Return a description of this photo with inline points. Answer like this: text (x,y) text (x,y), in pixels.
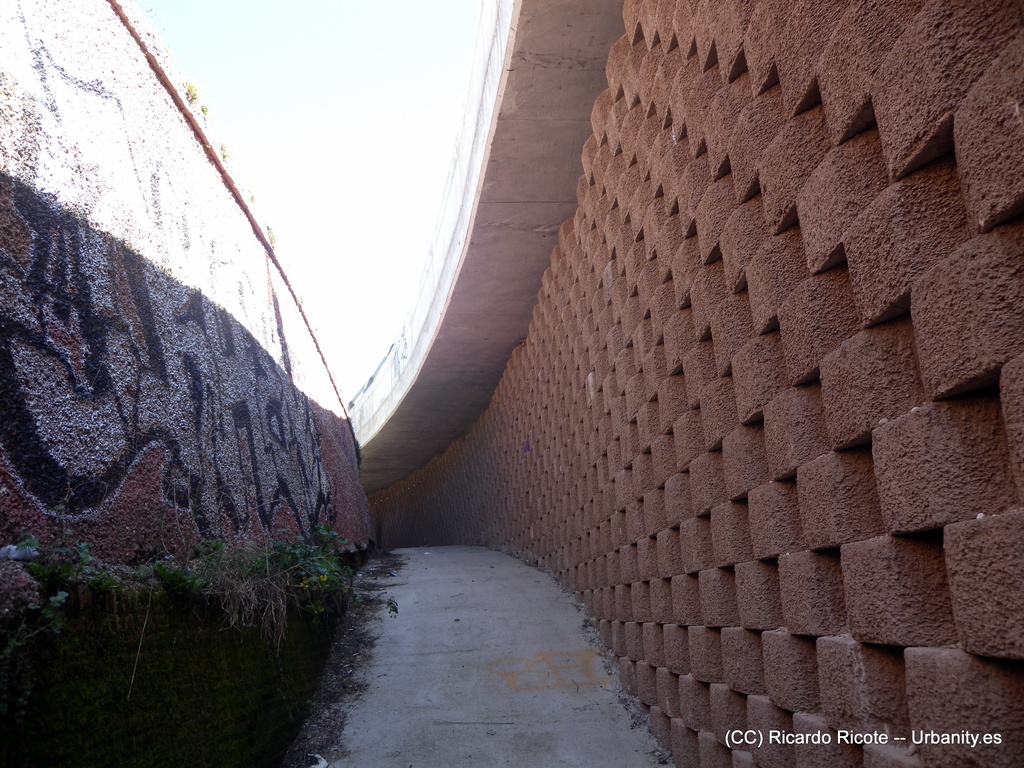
In this image on the right side (905,339) and left side (84,645) there is a wall (651,517) and some grass (231,610). At the bottom (390,639) there is a walkway (461,579) and at the top of the image (308,137) there is sky (389,176), and at the bottom of the image (870,745) there is some text (874,737).
